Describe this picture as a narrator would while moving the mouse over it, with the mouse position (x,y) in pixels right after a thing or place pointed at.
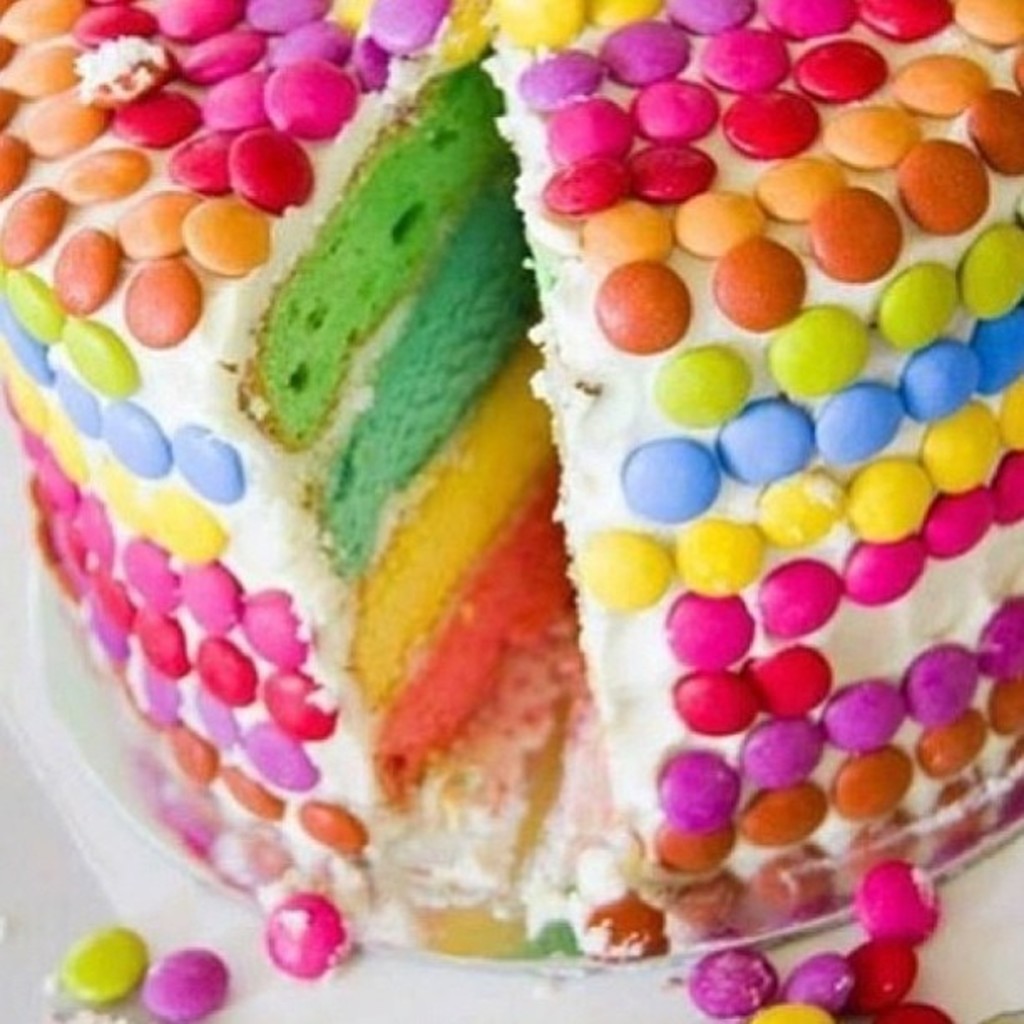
In this picture i can see many gems (150,456) on the cake (907,278). This cake (811,244) is kept on the plate (143,754) and plate (248,850) is kept on the table (405,973).
